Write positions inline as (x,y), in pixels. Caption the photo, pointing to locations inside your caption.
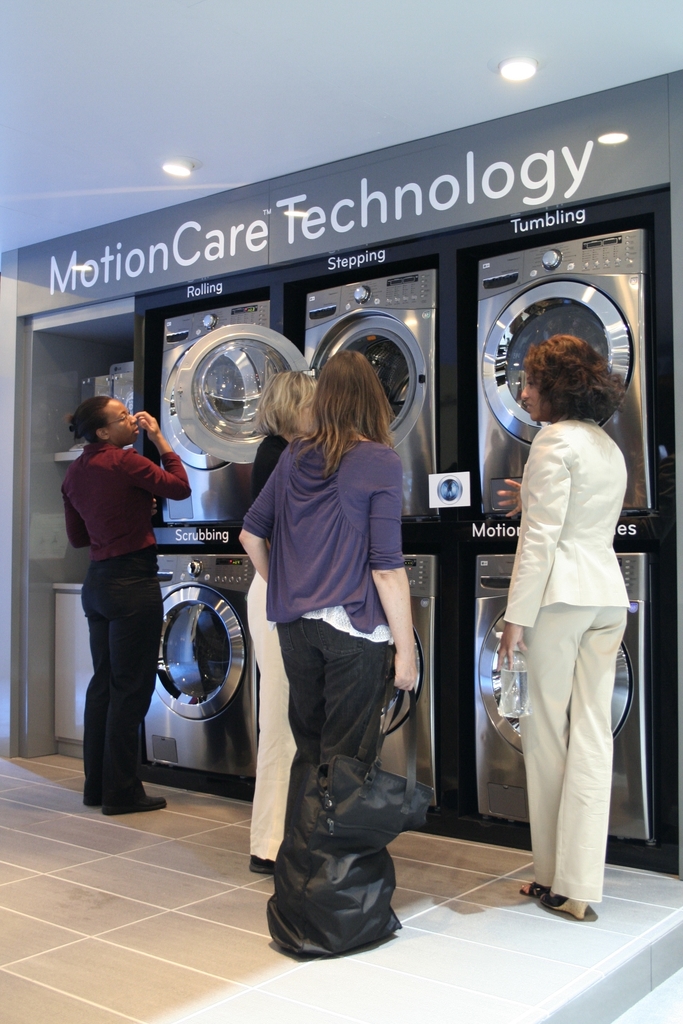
In this image, we can see people (307,581) standing and wearing clothes (597,574). There are washing machines (250,642) in the middle of the image (230,643). There are lights (166,167) on the ceiling (209,90) which is at the top of the image (308,45).
